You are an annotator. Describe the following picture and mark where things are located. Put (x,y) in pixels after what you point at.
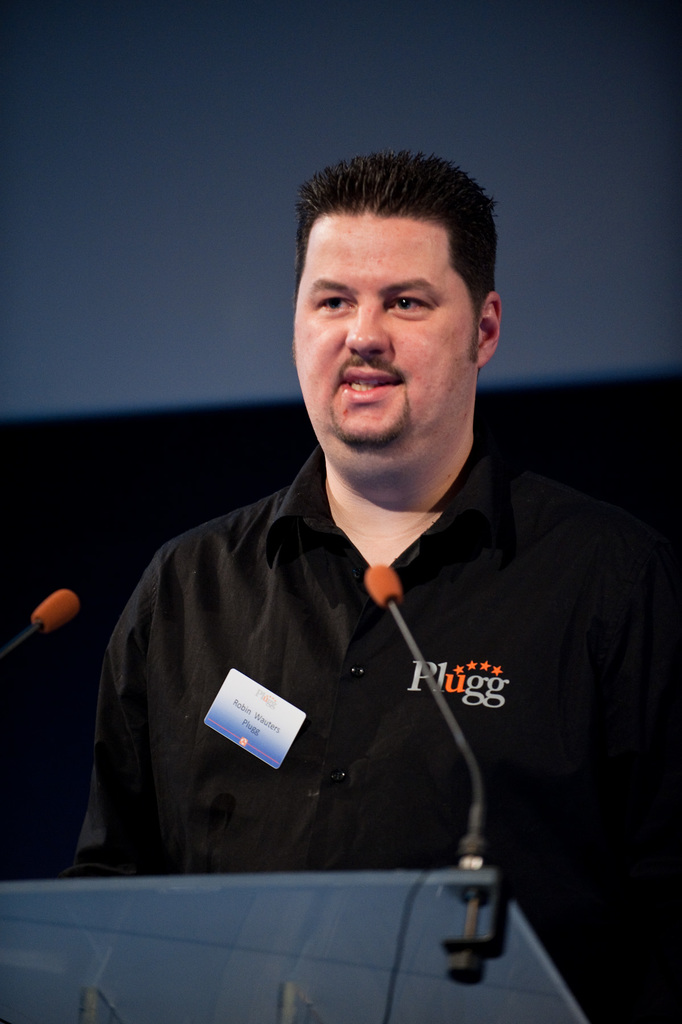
In this picture a man (319,577) standing at a podium (62,959) and speaking with the help of microphones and I can see a name badge (241,746) to his shirt (237,668) on the left side (212,717) and text (417,664) on the right side of his shirt (428,657).
